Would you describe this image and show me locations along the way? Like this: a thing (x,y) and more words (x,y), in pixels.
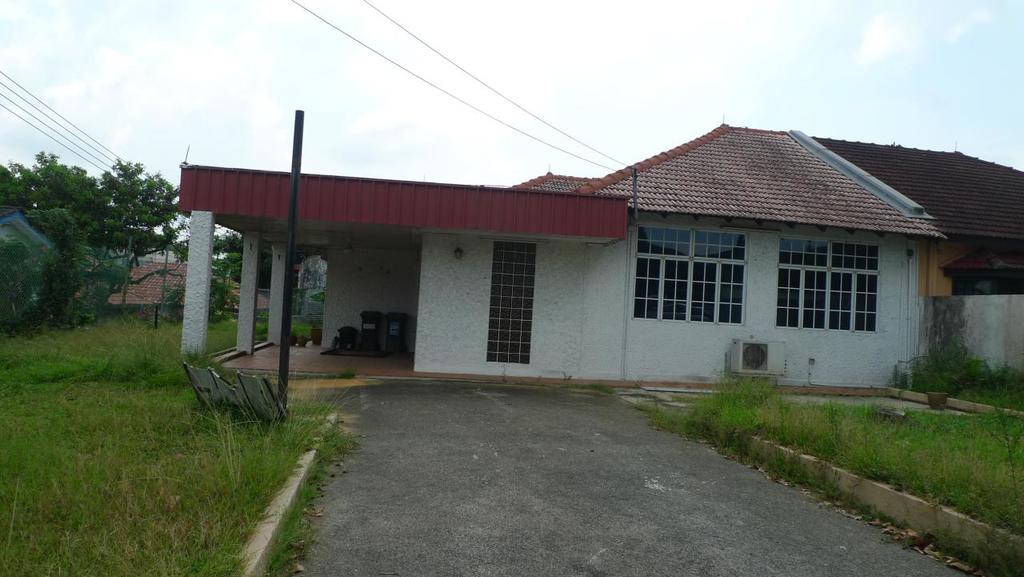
In this image I can see the road (551,476), some grass (139,488) on both sides of the road (591,459) and a house (736,309) which is white, maroon and brown in color. In the background (131,236) I can see few trees (85,248), few wires (467,105) and the sky (532,74).
